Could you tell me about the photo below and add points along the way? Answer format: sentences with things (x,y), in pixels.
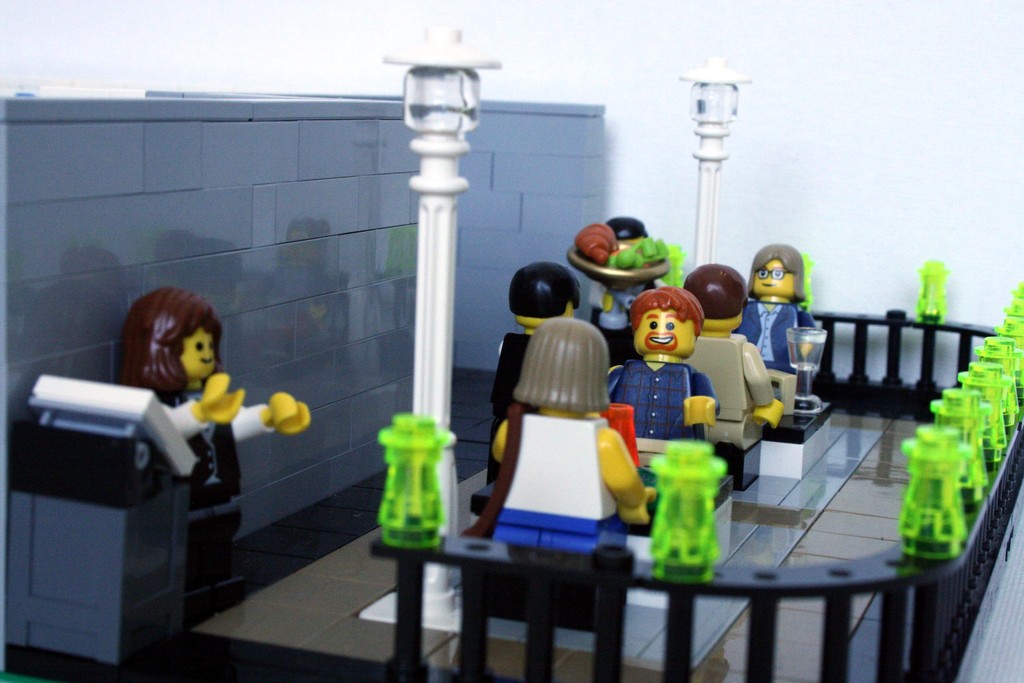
In this picture there are some toys (567,488) placed. We can observe table (798,416) and chairs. There are two white color poles (425,199) here. There is a black color railing (807,580). In the left side (96,198) there is a grey color wall (210,262). In the background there is a white color wall (832,170) here.
